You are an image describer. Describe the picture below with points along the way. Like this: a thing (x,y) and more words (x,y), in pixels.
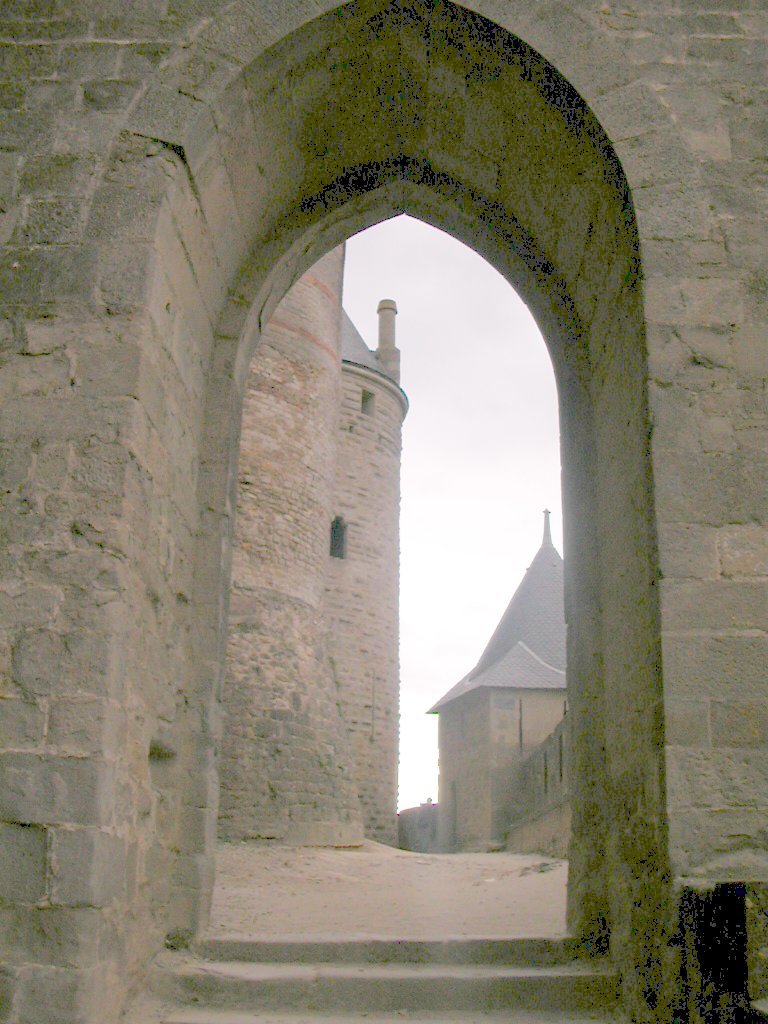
In this image, we can see there is an arch (648,905). Through this arch (328,191), we can see there are buildings (543,688) on the ground (458,872). And there are clouds (474,399) in the sky (440,365).
